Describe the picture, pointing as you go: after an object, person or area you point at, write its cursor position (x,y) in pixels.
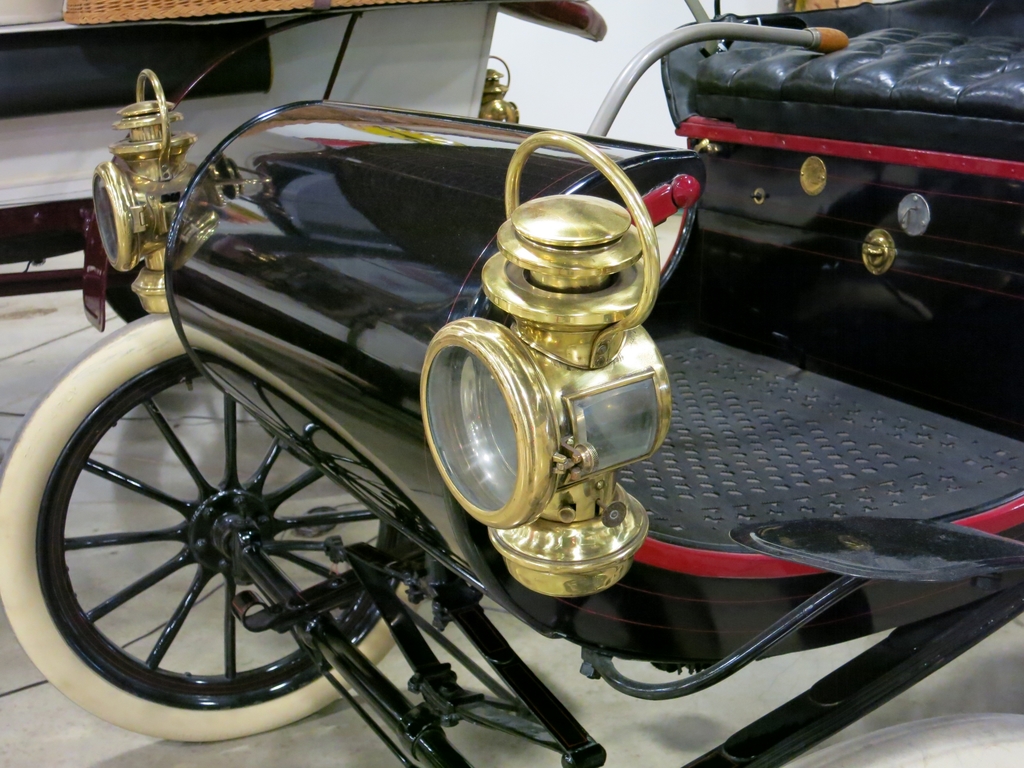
This image is taken indoors. At the bottom of the image (224,762) there is a floor (274,766). In the middle of the image (642,503) two vehicles (325,135) are parked on the floor (212,762).
